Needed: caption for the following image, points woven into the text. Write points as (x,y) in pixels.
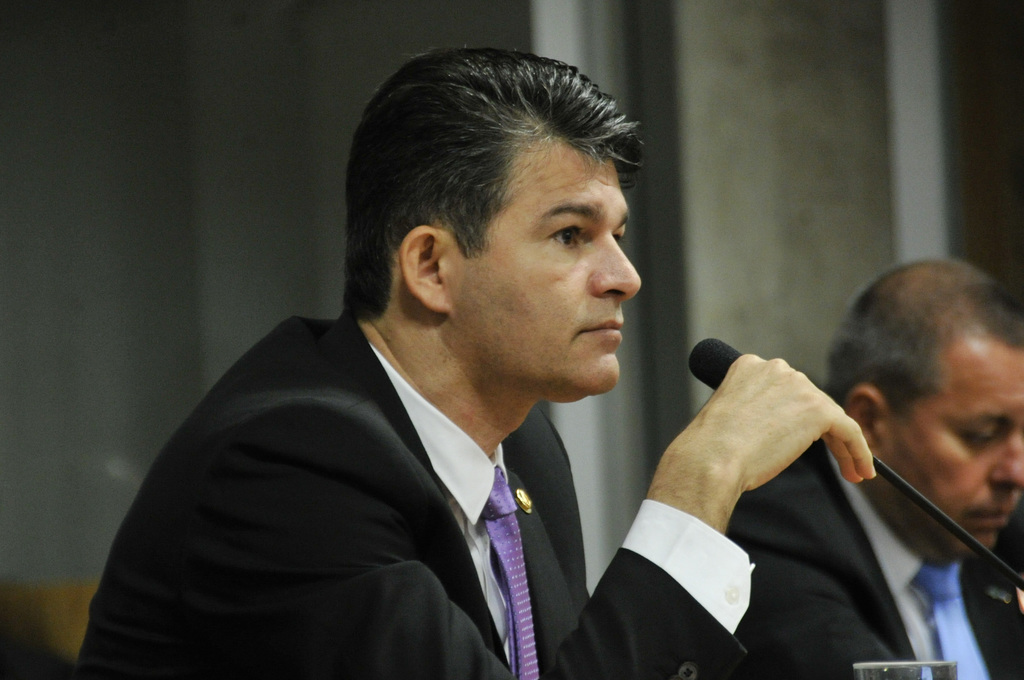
In this picture we can see a man (437,462) wearing white shirt (468,492) and a black blazer (420,562) over it. This is a tie (511,536). He is holding a mike (900,480) in his hand (820,436). Aside to this man (566,586) we can see other man (907,465) sitting. We can see a glass (909,672) here.
